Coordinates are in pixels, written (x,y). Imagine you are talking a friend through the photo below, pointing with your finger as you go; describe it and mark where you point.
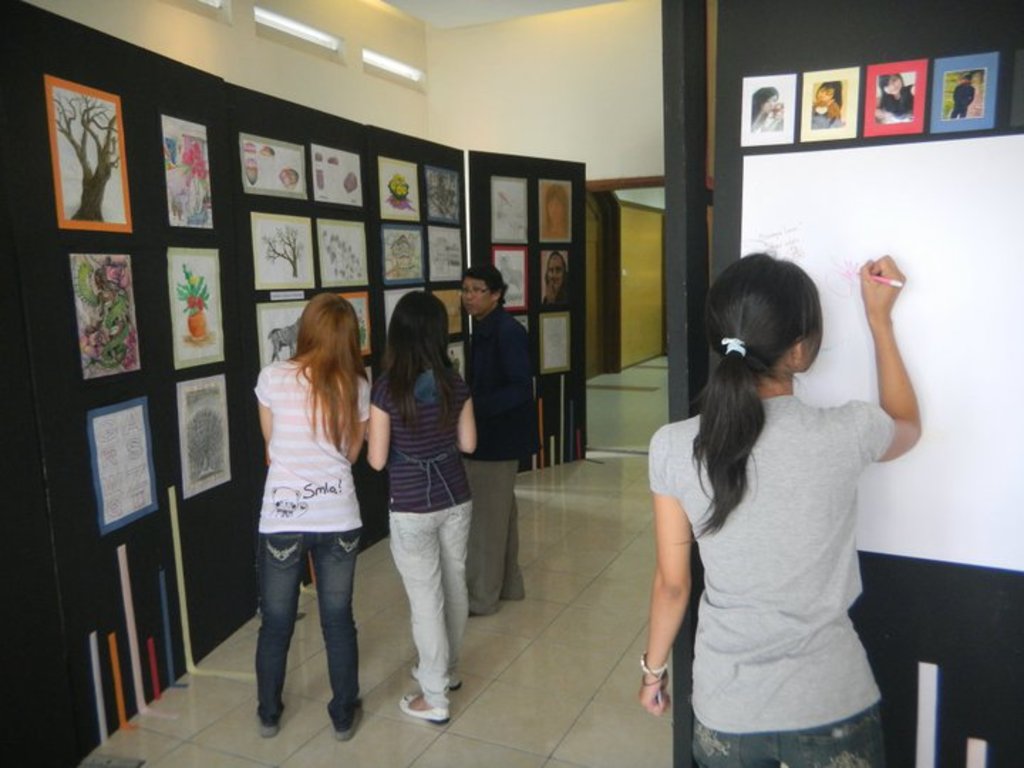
As we can see in the image there is a wall (633,98), lights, papers (198,179), drawing (193,433) and few people (314,526) here and there.
